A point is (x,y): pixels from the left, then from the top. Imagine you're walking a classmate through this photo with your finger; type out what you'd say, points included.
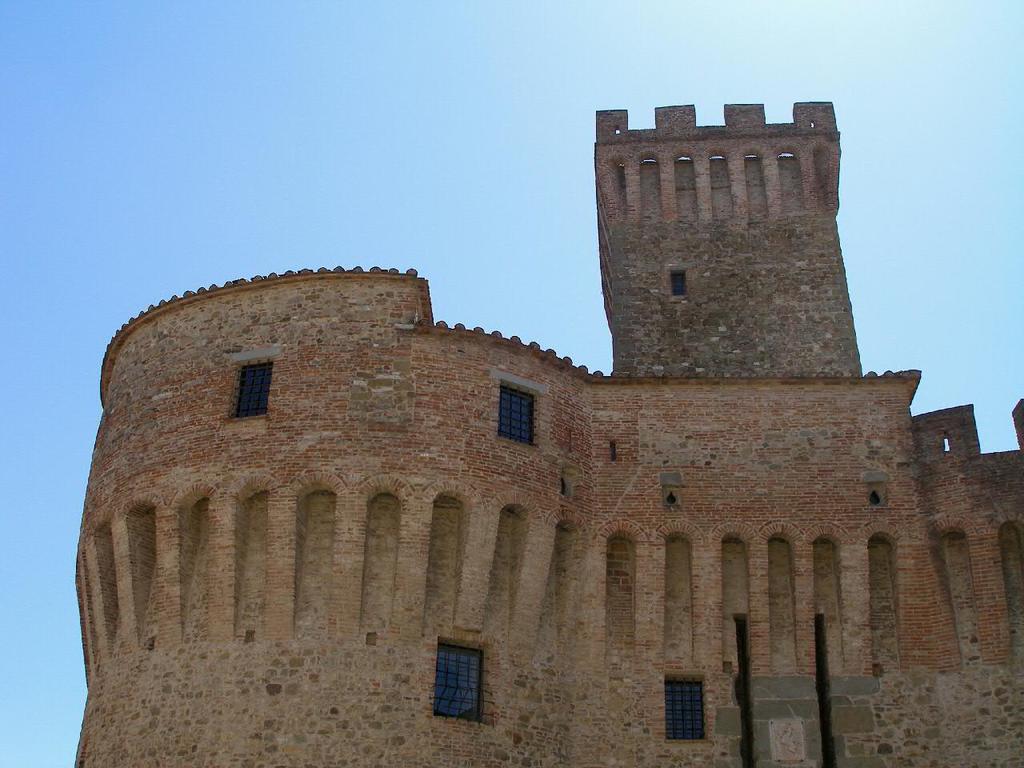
In this picture we can see a fort (602,406).
